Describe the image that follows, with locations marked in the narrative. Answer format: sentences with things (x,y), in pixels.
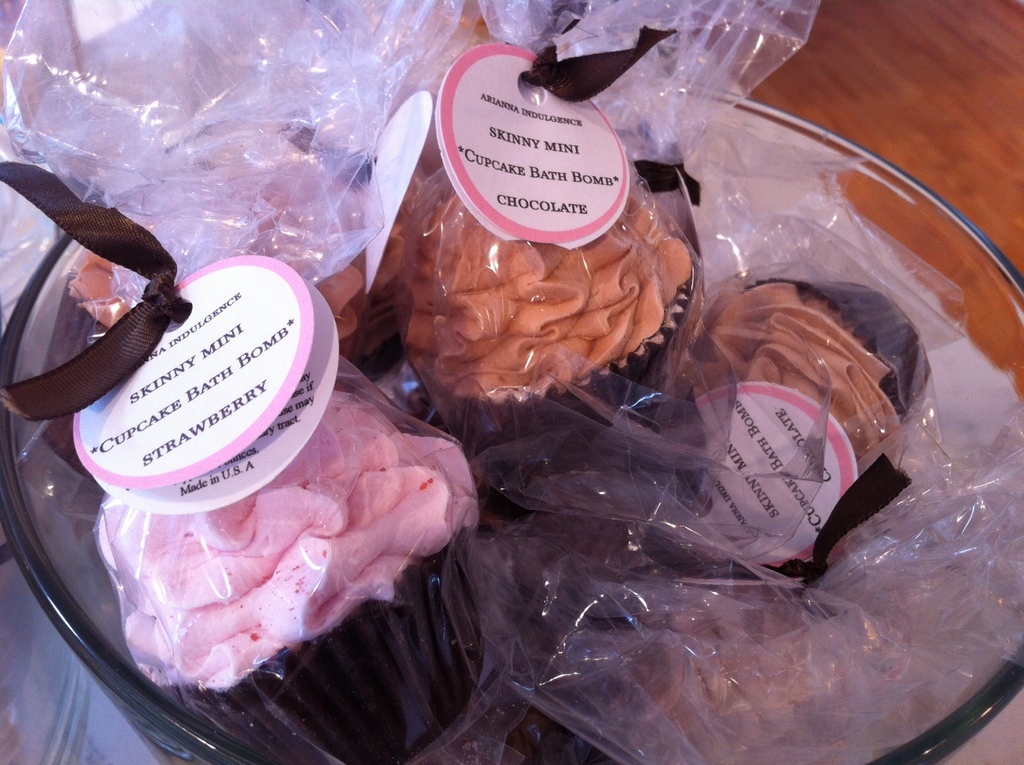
In this picture we can see bath bombs (649,381) in the plastic bags (548,526), and also we can see a bowl (950,243).
